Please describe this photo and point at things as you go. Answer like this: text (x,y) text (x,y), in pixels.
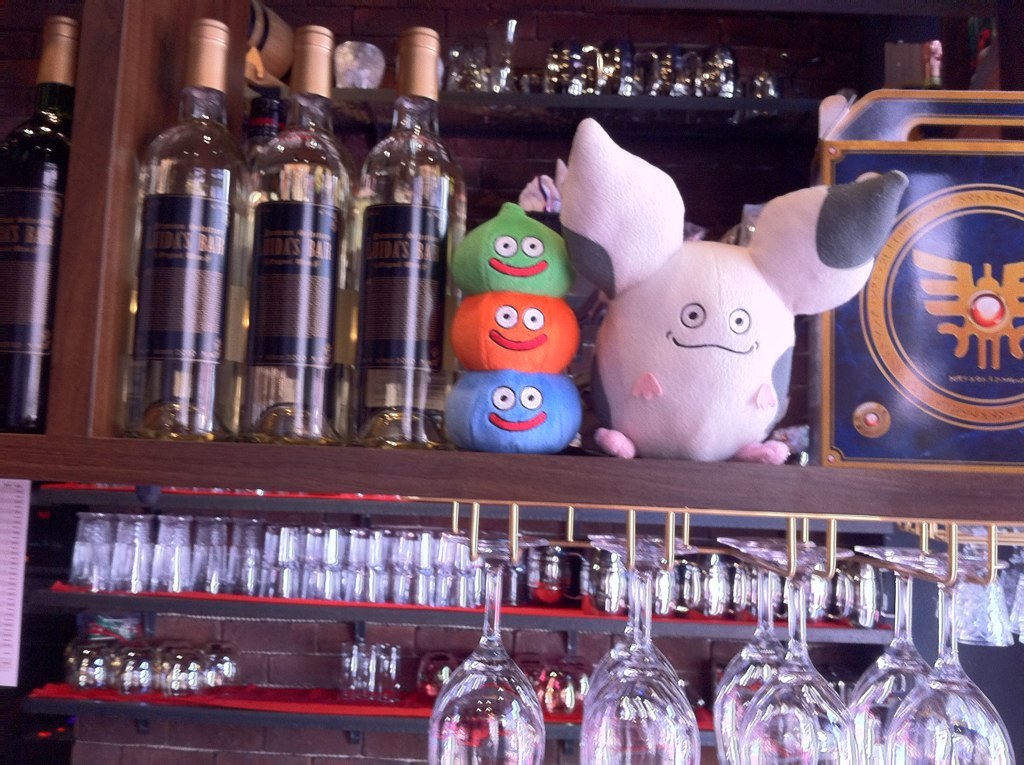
In this image I can see number of bottles (230,386), glasses (428,676) and here I can see soft toys (536,250).
